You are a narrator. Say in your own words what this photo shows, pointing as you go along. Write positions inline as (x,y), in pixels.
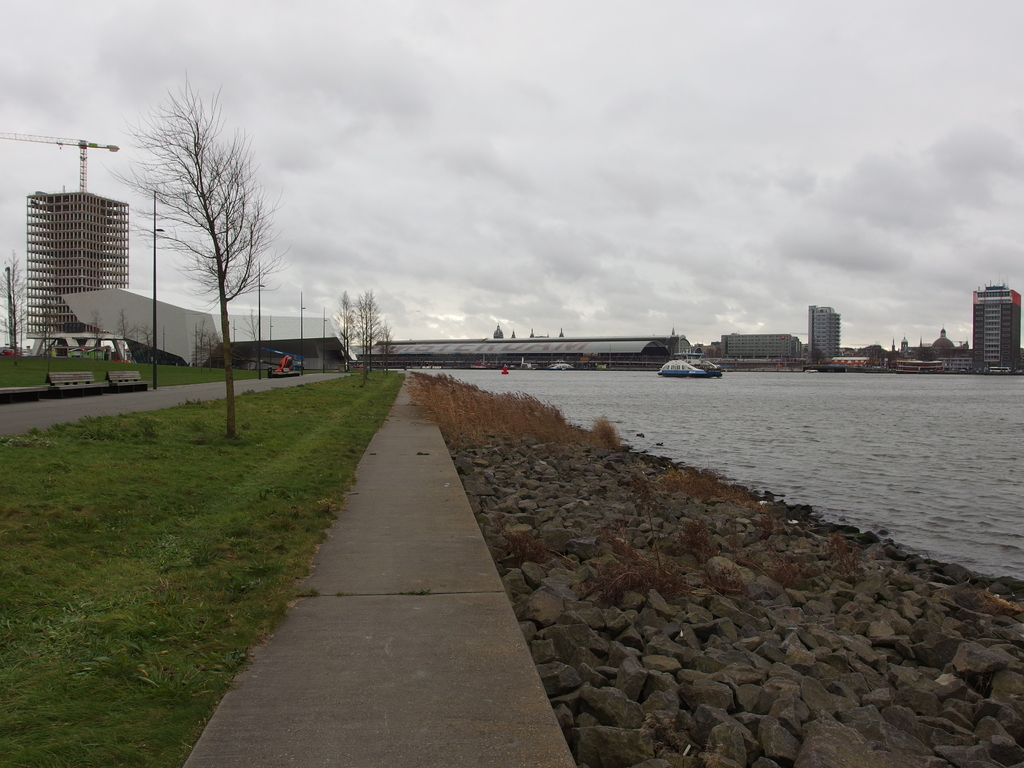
This picture shows buildings (654,337) and we see boat (714,376) in the water (702,379) and grass (217,483) and few trees (369,358) and we see stones (615,620) and a cloudy Sky (567,105).
